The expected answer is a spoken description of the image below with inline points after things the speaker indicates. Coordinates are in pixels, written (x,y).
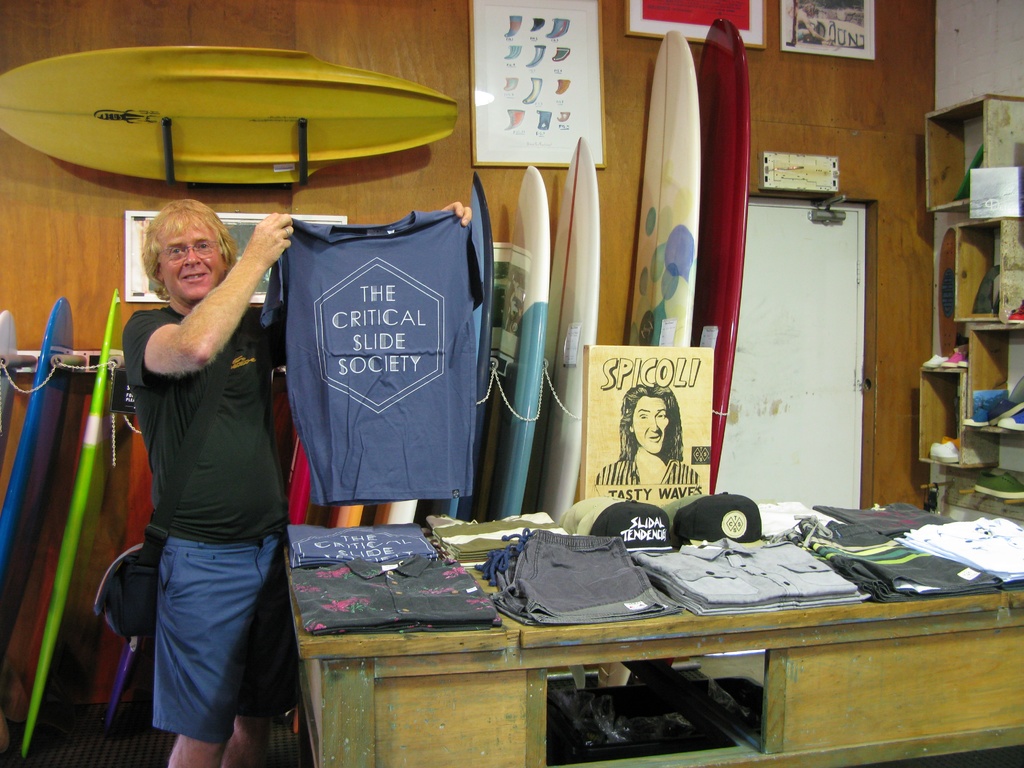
This image is taken indoors. At the bottom of the image (538,671) there is a wooden table (833,710) with a few shirts (445,550) and T-shirts (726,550) on it and there are a few caps (627,517) and a board (632,419) with a text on it. In the background (586,114) there is a wall (921,119) with a few picture frames (508,117) on it and there are a few surfing boards (62,330) and there is a door (823,279). On the right side of the image (935,435) there are a few cupboards (965,377) with shoes (966,359). On the left side of the image (190,381) a man (208,563) is standing on the floor (164,748) and he is holding a T-shirt (354,325) in his hands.
